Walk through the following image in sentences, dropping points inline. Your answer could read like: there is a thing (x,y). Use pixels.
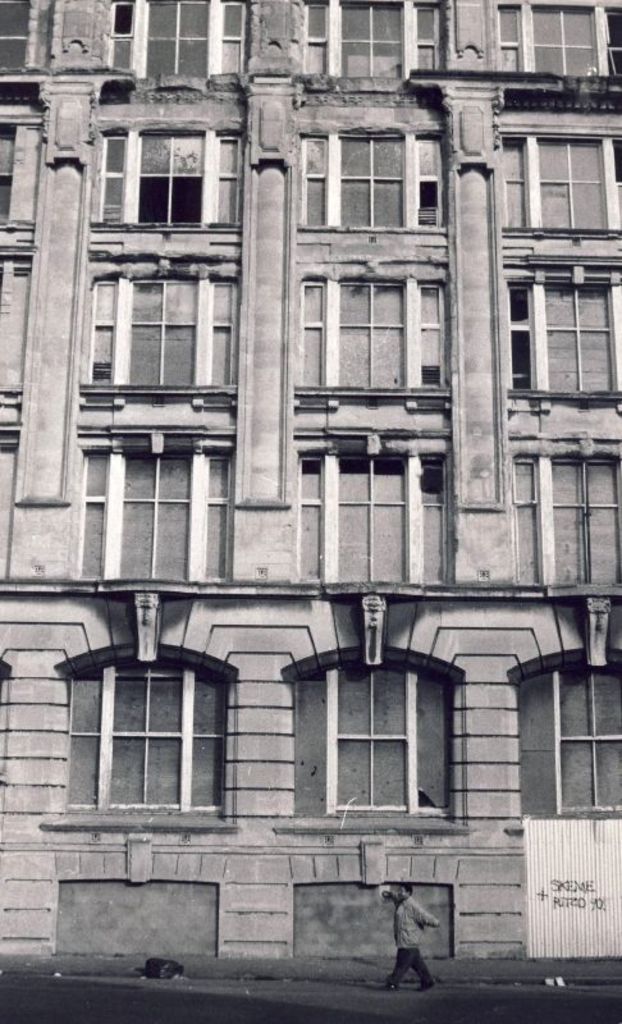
This is a black and white image. Here I can see a building (464,422) along with the windows (149,564). At the bottom of the image (295,1006) I can see a person (411,926) is walking on the road (374,1001) towards the left side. On the right side (569,884), I can see a white color board (564,905) to the wall (489,876).
